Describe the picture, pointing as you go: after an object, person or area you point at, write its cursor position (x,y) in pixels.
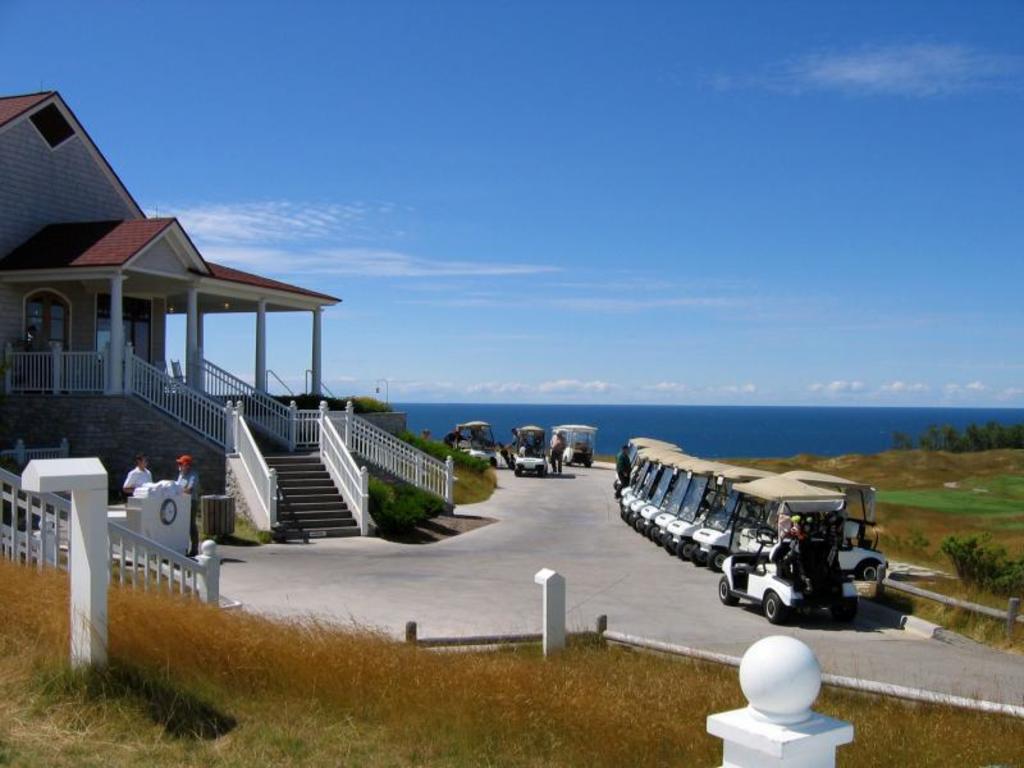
In the foreground of the image (469,707) we can see the grass (390,696). In the middle of the image (382,448) we can see the building (70,436), persons (188,490), some vehicles (793,577), road (560,570) and water body (749,437). On the top of the image (602,129) we can see the sky (523,189).
